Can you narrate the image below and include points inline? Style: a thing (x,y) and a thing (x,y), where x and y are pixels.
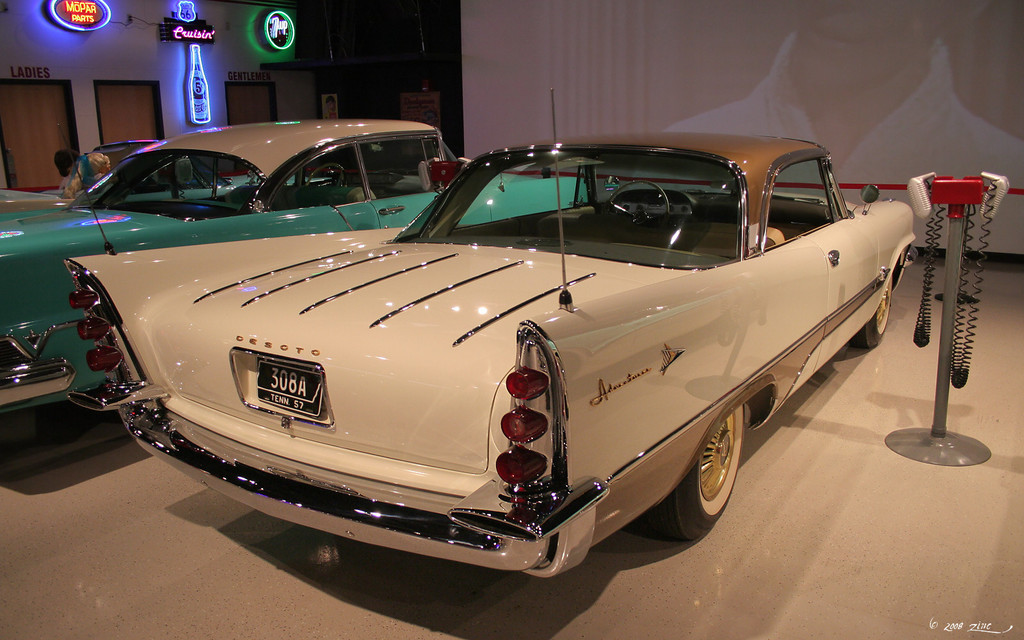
In this image we can able to see two cars (453,290) one is of cream in color, and the other one is of green in color, and we can see a screen (769,100) in front of those cars (70,349), we can see two bathrooms (57,118) one belongs to men (250,107), and the other one belongs to ladies (37,125), and we can see three boards (269,47) over here, and there is a machine (924,301) beside car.
